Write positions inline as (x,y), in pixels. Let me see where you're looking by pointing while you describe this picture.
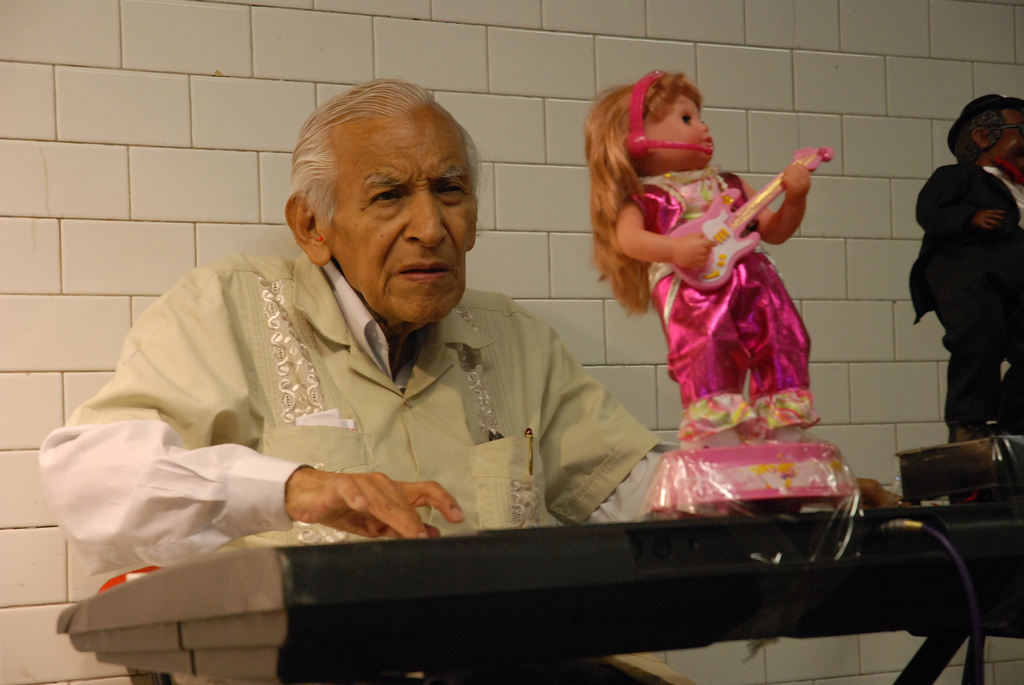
In this image we can see a man (398,461) playing a musical instrument (488,579). On the musical instrument (717,594) there are two toys (672,323). Behind the man (378,292) there is a wall (370,68).
